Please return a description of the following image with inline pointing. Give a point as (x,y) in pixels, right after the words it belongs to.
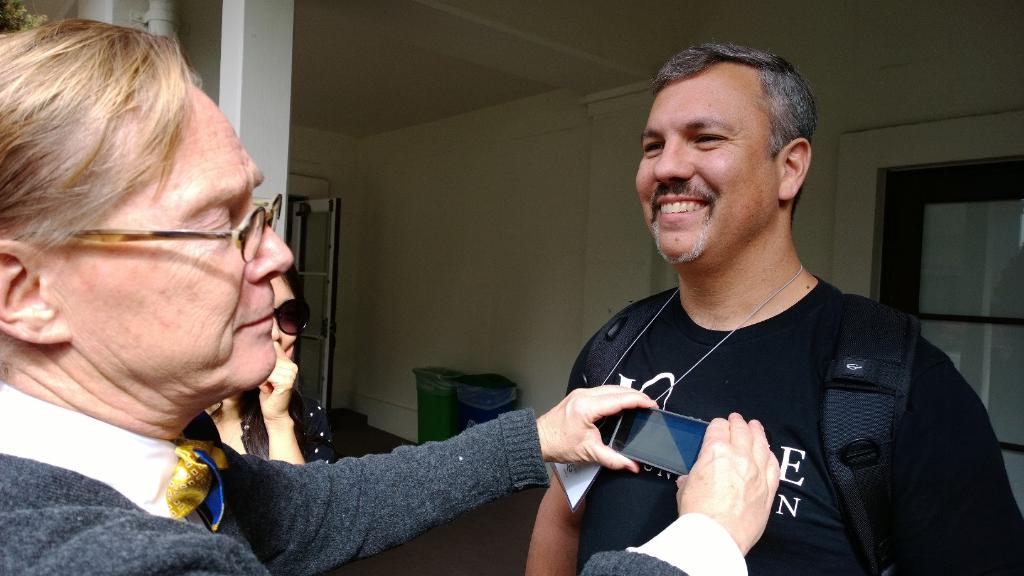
On the right side of the image (727,388) a man (733,397) is standing and wearing bag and id card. In the background of the image (504,344) we can see the wall (561,248), window (991,306), garbage bins (427,420), stand (313,285), pillar (268,190), pipe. At the top of the image (485,36) we can see the roof (522,42). At the bottom of the image (496,544) we can see the floor (486,548).
